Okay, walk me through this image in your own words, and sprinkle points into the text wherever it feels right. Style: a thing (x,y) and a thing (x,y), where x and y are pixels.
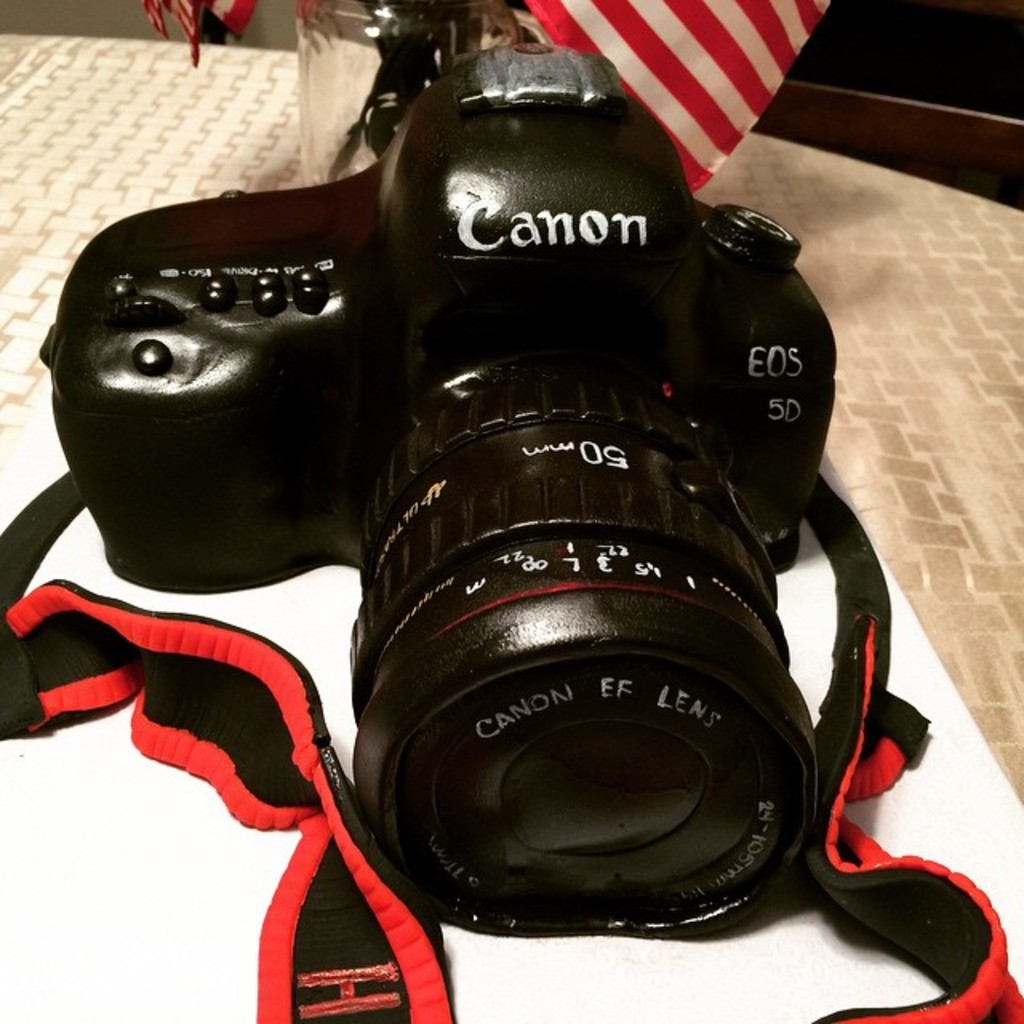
There is a camera (373,520) on a white surface (282,630) and to the camera (217,392) we can see buttons (271,291) and a strap (870,550). Behind the camera (618,225) we can see the glass (368,59) and cloth material (674,80) and the surface (273,57) is having some design (919,430) on it
